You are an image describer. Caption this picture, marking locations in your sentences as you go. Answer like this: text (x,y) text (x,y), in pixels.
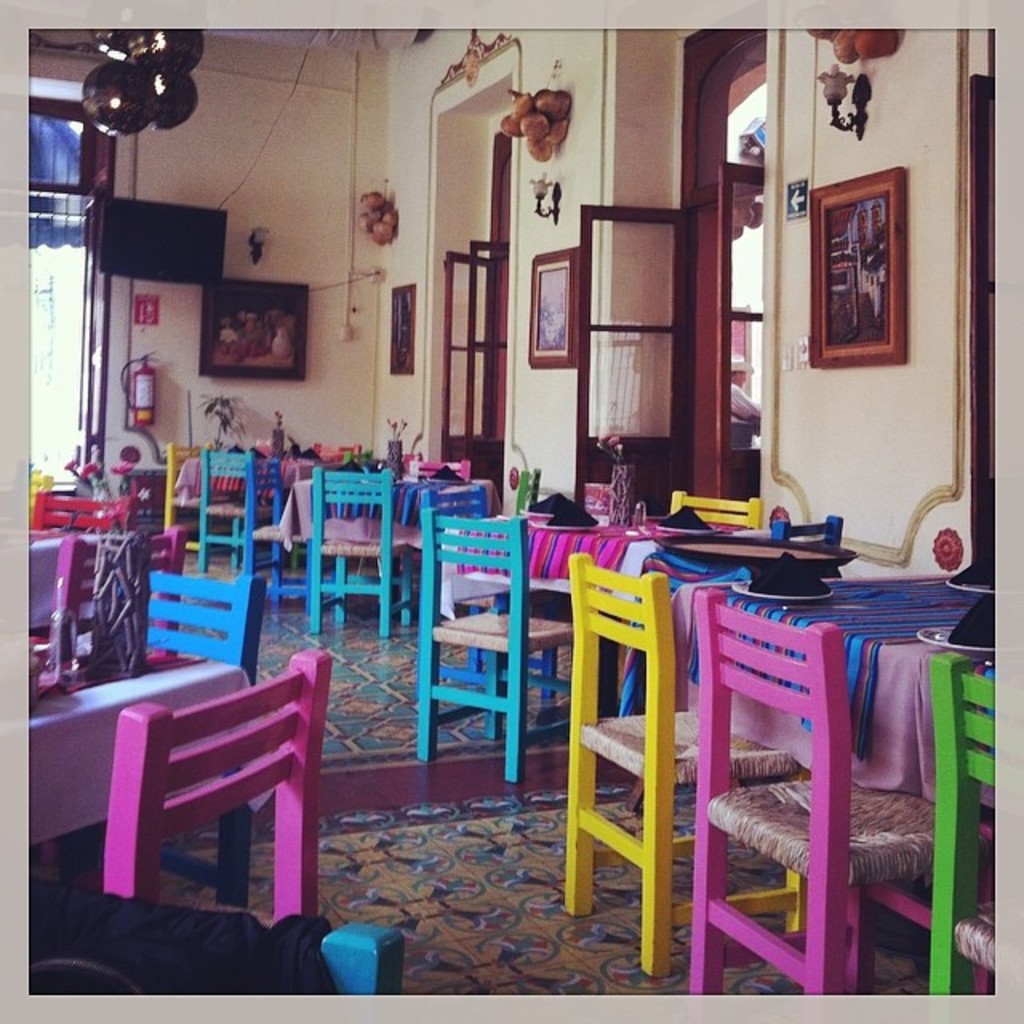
This picture consists of inside view of room (314,213) and I can see there are colorful tables (455,486) and chairs (515,588) visible on the floor (455,829), on the table (644,555) I can see plates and I can see the wall (253,135) windows (491,267) and a photo frame (822,264) attached to the wall (182,354) and a cylinder (142,391) attached to the wall (170,391) in the middle (552,385) and through door (718,385) I can see a person (750,400).
